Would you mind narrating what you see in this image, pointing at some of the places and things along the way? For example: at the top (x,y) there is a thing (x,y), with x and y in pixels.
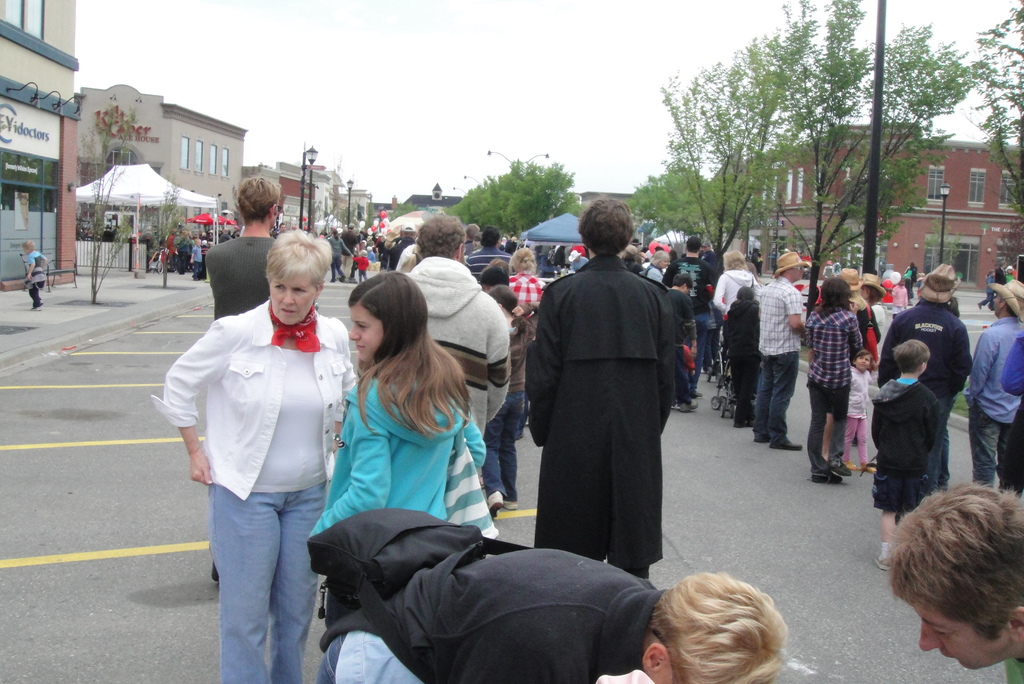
In this picture I can see a group of people (597,397) on the road (765,449), in the background (354,211) there are trees (505,222), buildings (382,207) and street lamps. At the top (472,59) there is the sky (442,49).
